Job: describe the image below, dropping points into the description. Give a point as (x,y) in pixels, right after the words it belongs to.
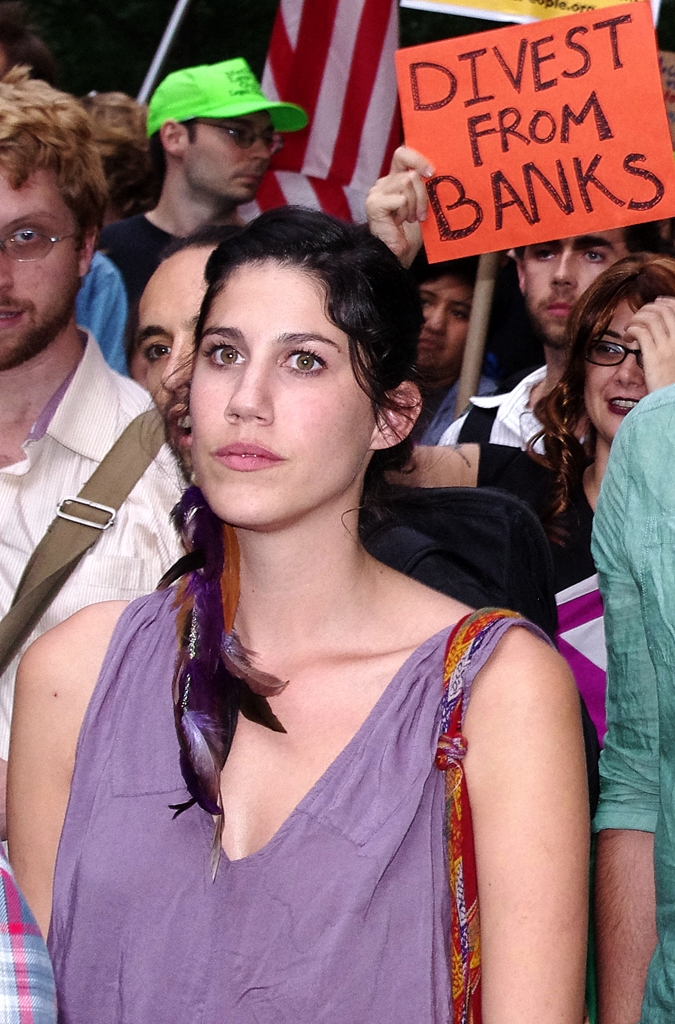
In this image we can see a group of people (102,305) and among them one person (395,234) is holding a paper (477,222) with some text (533,188) on it. Behind the persons (253,79) we can see a cloth (336,56).
